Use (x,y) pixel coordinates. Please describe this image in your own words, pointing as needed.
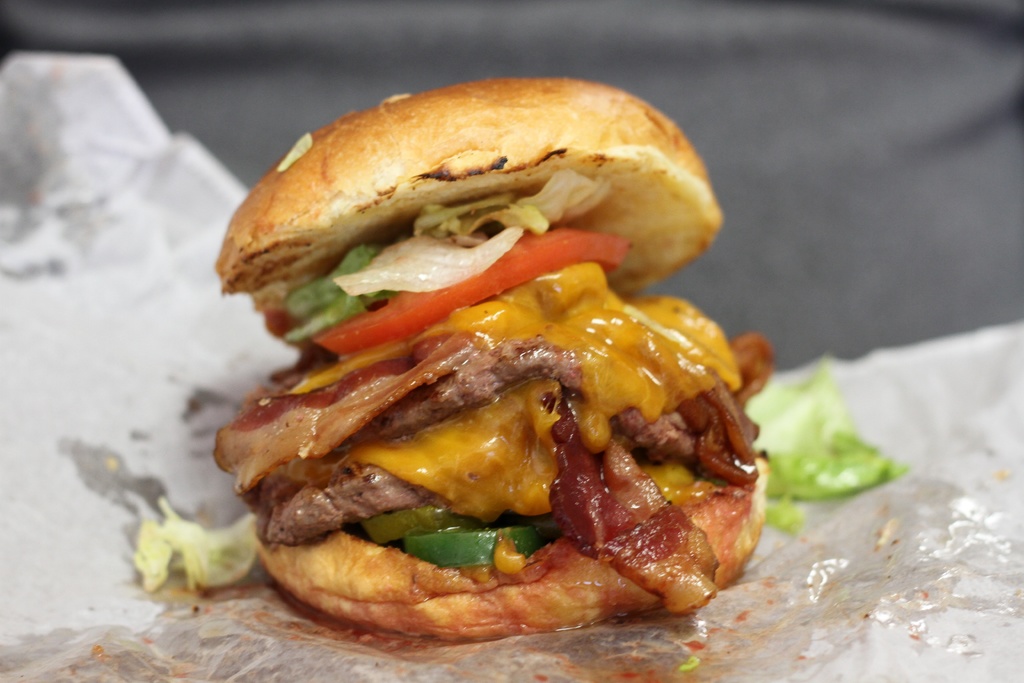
In this picture I can see there is a burger (468,291) and it has cabbage (416,245), cheese (528,432), slices of tomato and sauces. It is wrapped in a white color paper (188,301) and in the backdrop (957,334) I can see there is a grey color surface (772,80).
